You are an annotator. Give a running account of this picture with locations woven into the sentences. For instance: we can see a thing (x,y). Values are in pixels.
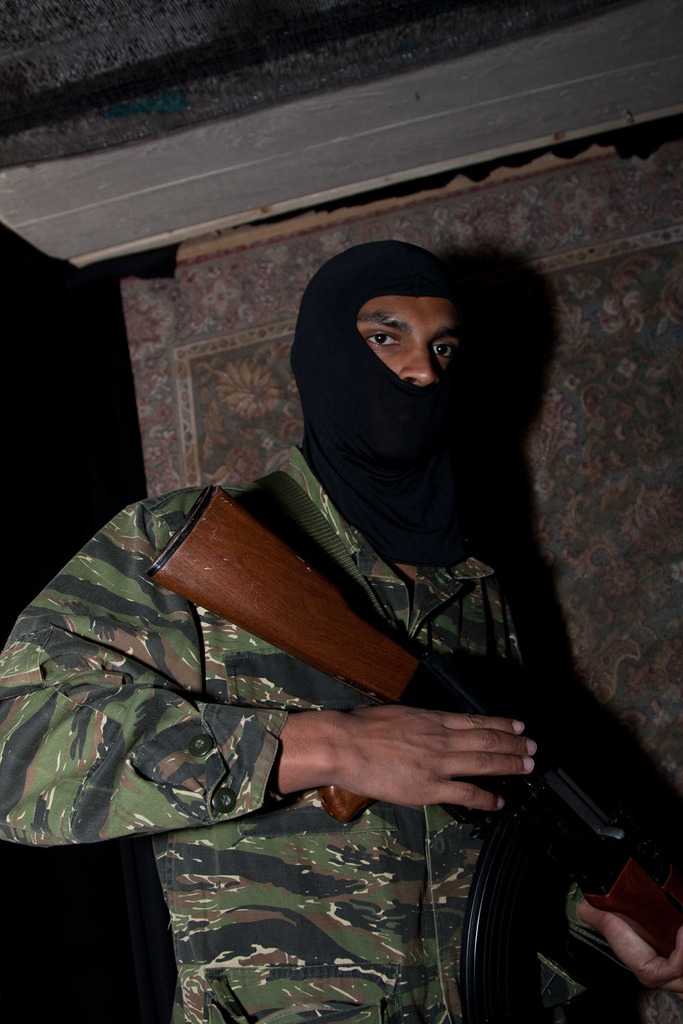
In this image there is a person (450,431) standing and holding a rifle (252,566), and in the background (235,285) there is a wall poster (229,291).
